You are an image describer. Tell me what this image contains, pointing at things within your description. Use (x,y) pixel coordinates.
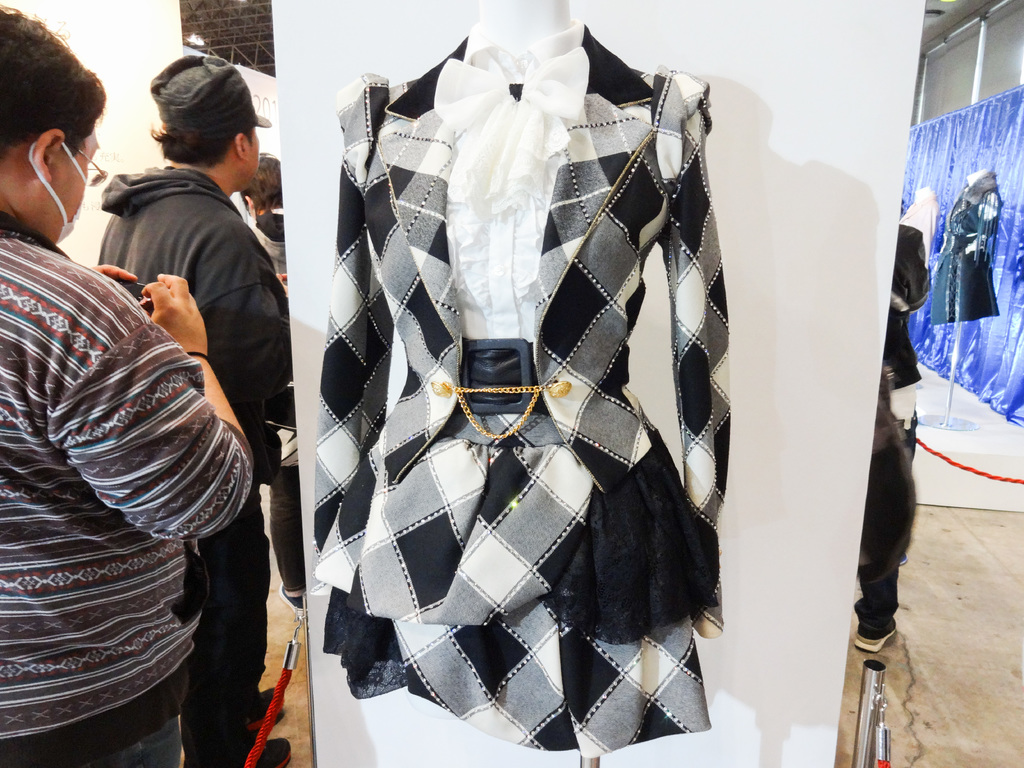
This picture might be taken in a store (533,287), in this image there are some people (176,278) who are standing and also there are some clothes (572,422) and boards (250,76). At the bottom (293,677) there is floor (937,622) and there are some ropes (945,458) and rods (873,686), in the background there are some lights (194,40).
